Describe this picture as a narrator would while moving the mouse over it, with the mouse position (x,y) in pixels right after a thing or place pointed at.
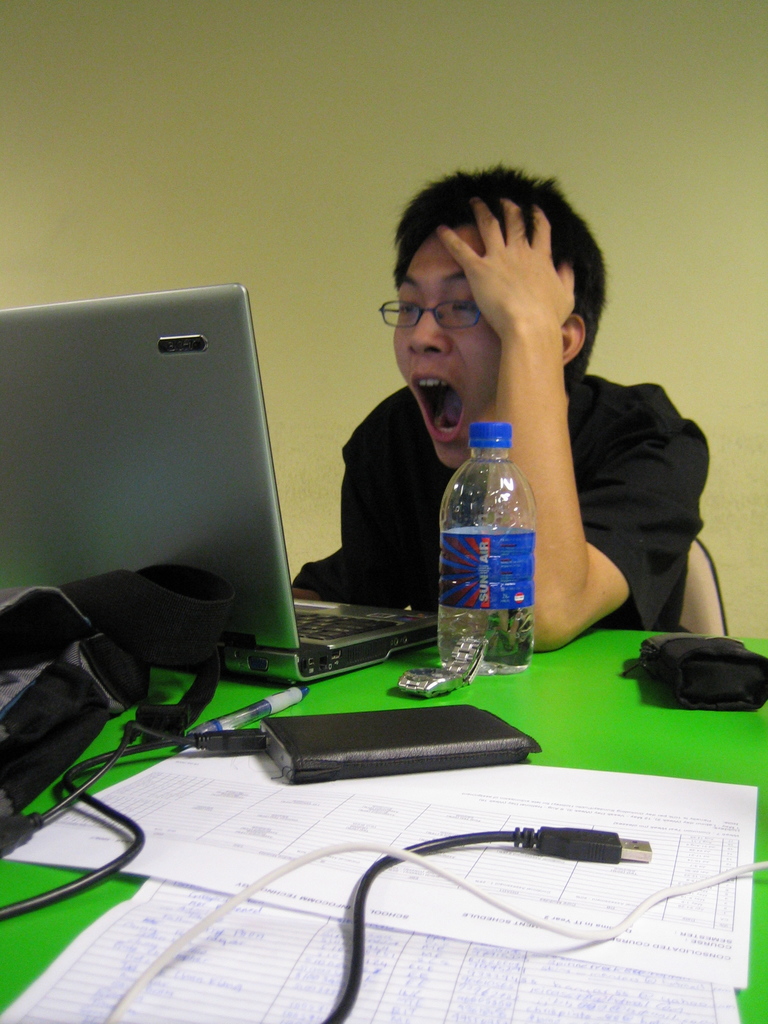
This picture describes about a person (468,327) seated on the chair (704,554) and working with laptop (106,451), in front of the person (405,537) we can see bottle (457,600), watch (473,675) some objects (337,867).
